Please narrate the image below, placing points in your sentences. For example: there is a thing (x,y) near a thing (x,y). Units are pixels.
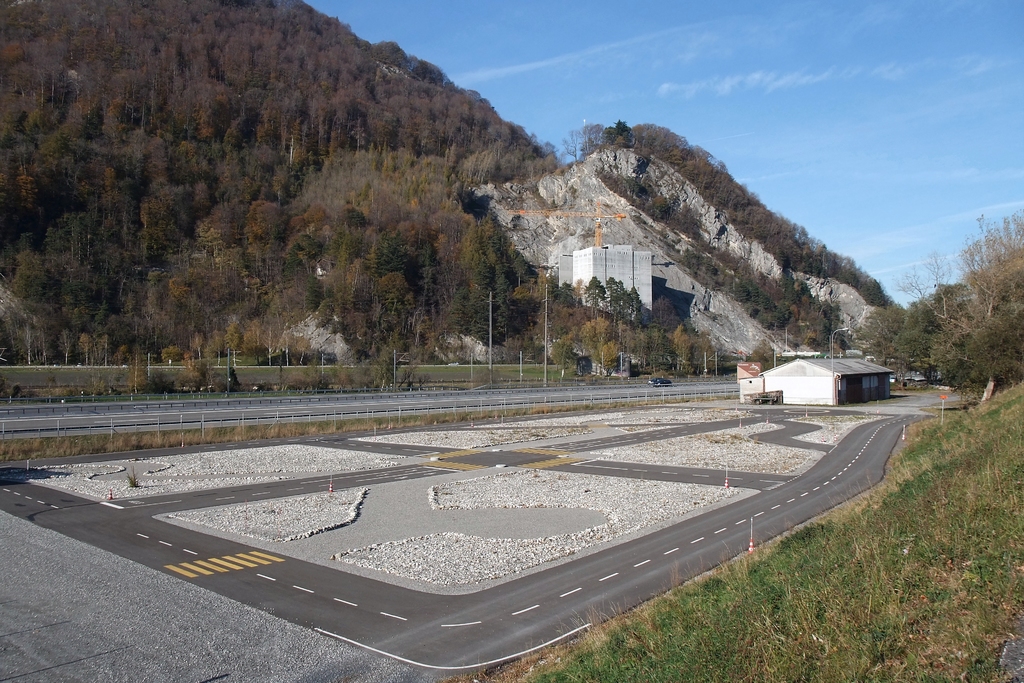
In the image there is road (383,609) in the middle (348,442) in a circuit form, in front of it, It's a grassland (988,500), followed by a home (808,378) on the right side (868,391) and on the left side (89,126) there is a mountain (423,242) with trees (368,253) all over it and above its sky (722,66) with clouds (897,76).
